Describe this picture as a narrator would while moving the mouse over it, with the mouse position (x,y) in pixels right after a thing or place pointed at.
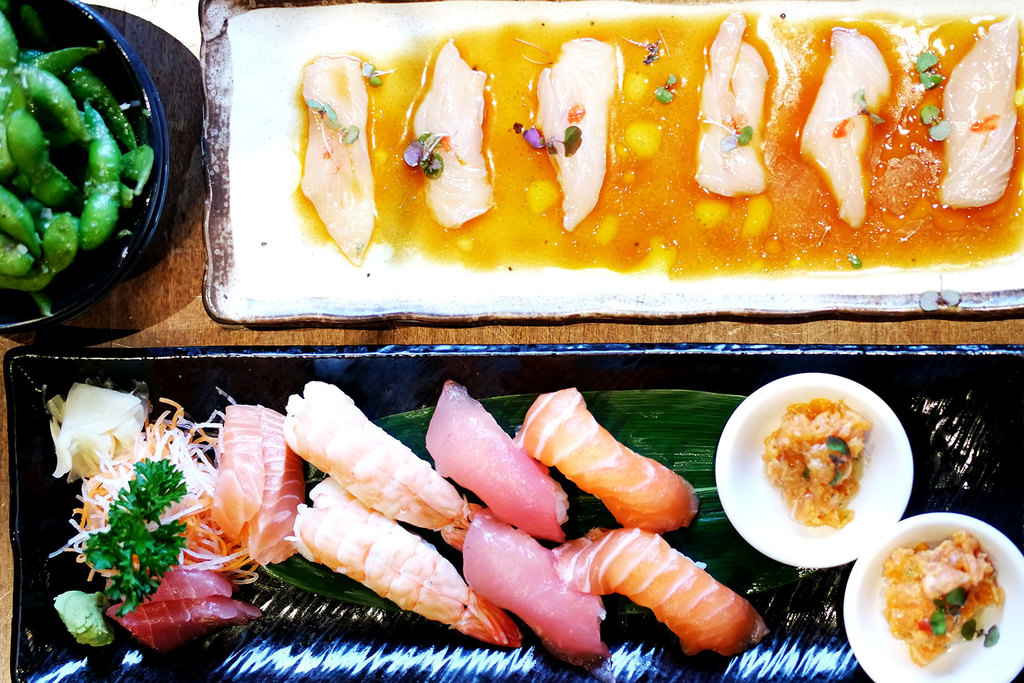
In this picture, we see two trays (368,399) containing meat (543,475), bowls (892,502) containing food (798,479) and a black bowl (157,206) containing peas (83,186) are placed on the brown color table (228,334).
